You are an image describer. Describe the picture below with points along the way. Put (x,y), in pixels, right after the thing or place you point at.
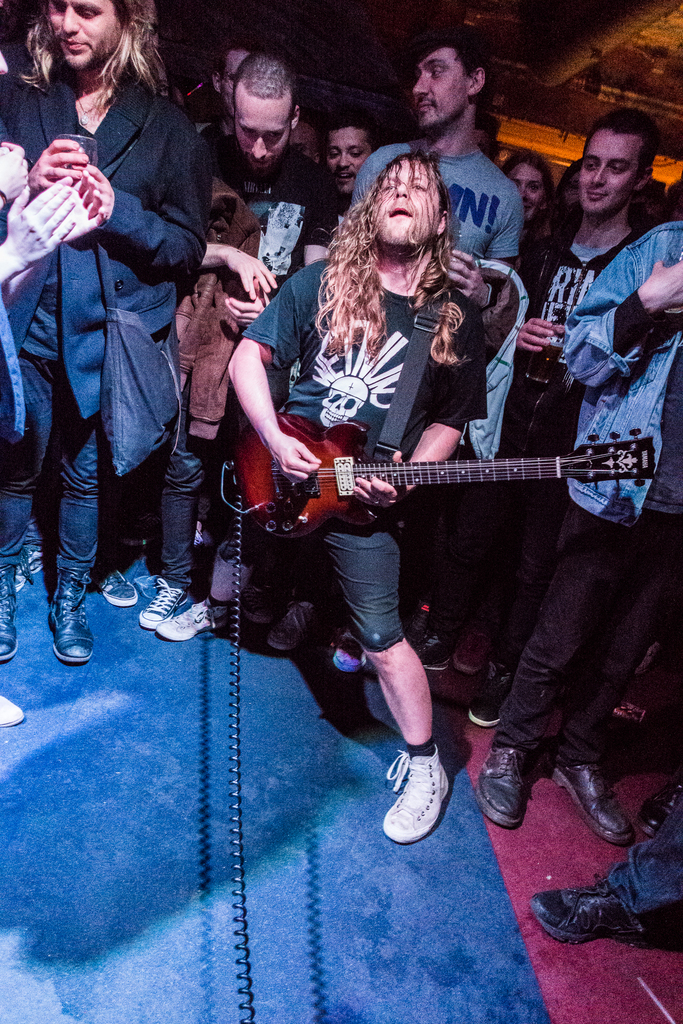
Here we can see some persons (533,712) are standing on the floor (150,839). This is carpet (87,815). He is playing guitar (301,489) and this is roof (603,49).
